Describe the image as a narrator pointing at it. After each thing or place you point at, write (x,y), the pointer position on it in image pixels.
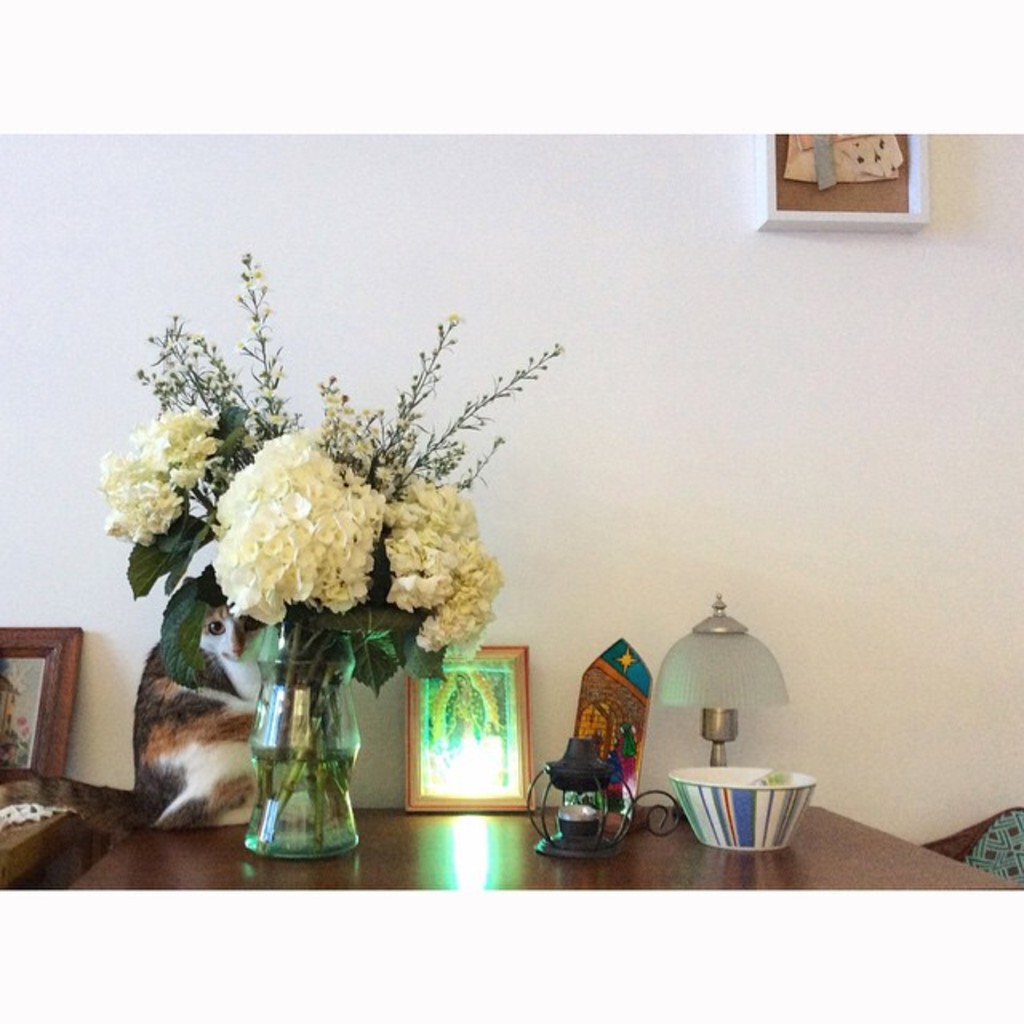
There is a flower vase (279,821) cat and bowl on table (426,867).
